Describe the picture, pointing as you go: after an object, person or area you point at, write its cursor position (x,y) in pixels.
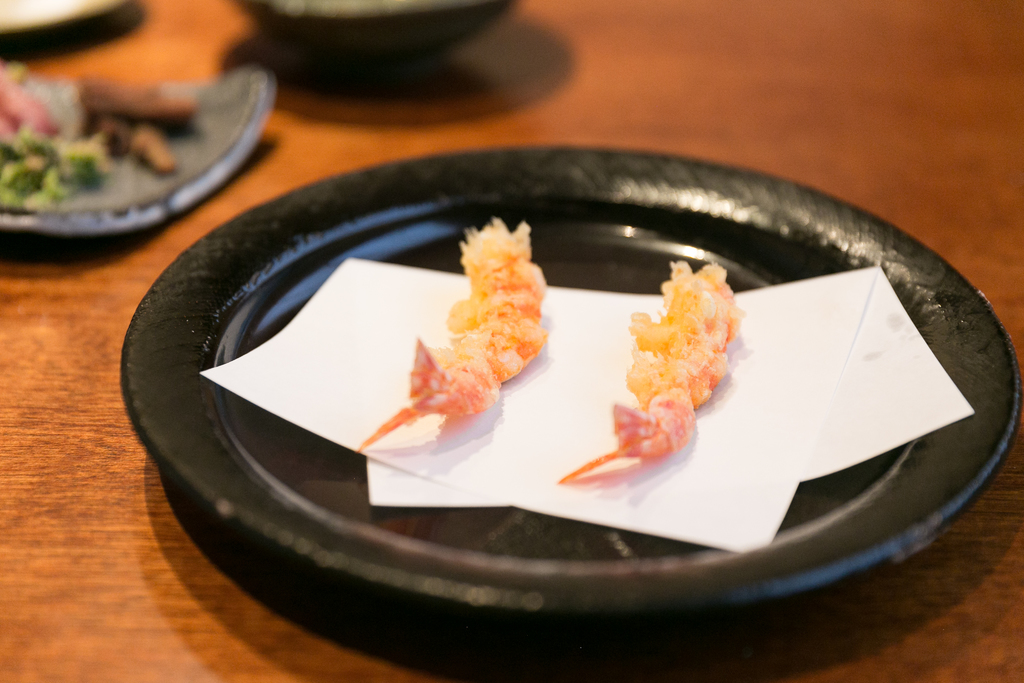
In the image we can see a table (213,34), on the table (144,45) we can see some plates (614,271). In the plates (596,268) we can see some food (526,287) and papers (874,427).
